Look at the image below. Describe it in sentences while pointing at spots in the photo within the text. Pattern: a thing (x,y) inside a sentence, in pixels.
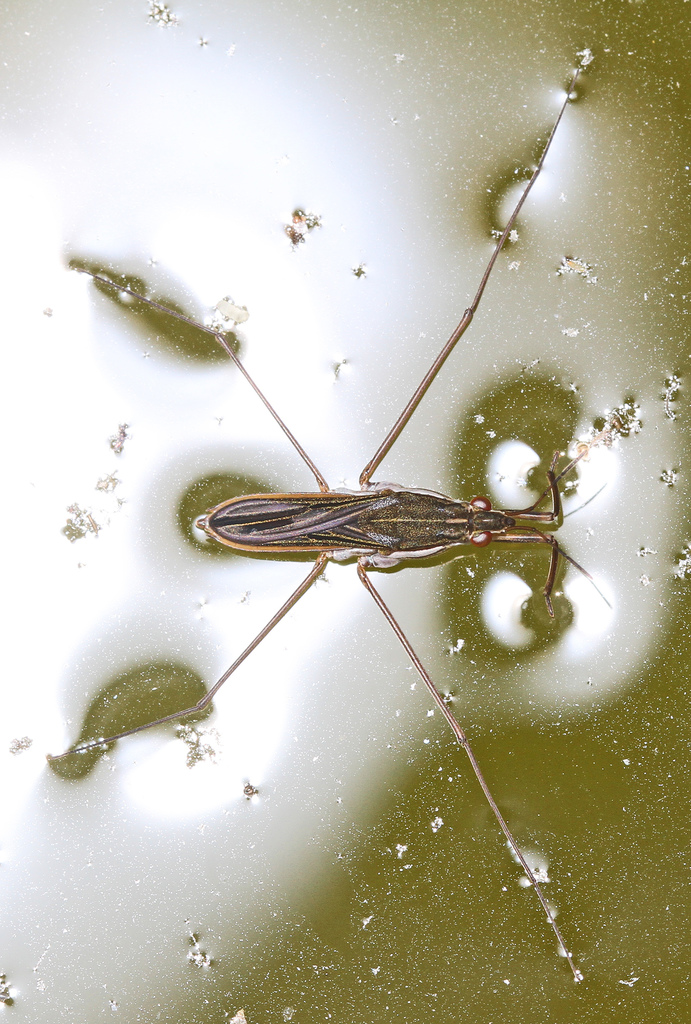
It seems like an insect (407,535) in the center of the image (326,537) on a water surface (330,458).
